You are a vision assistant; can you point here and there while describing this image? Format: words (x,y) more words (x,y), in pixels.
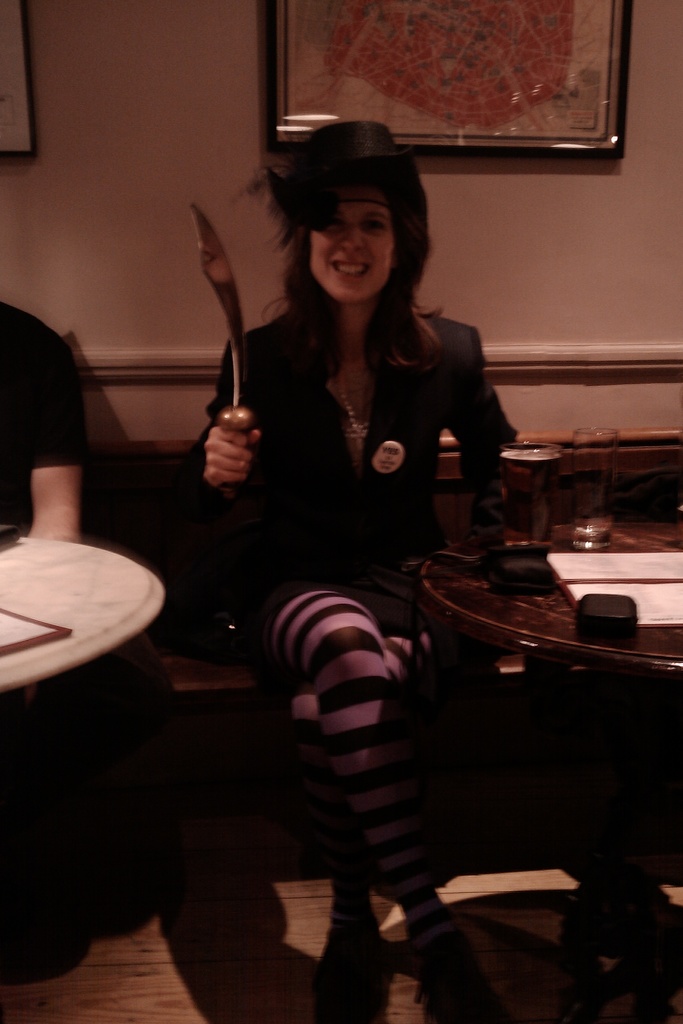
The women (357,570) is sitting on a bench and there is a knife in her hand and there is a table (585,552) in front of her which has some objects (575,523) on it and there is a person (49,410) sitting beside her.
